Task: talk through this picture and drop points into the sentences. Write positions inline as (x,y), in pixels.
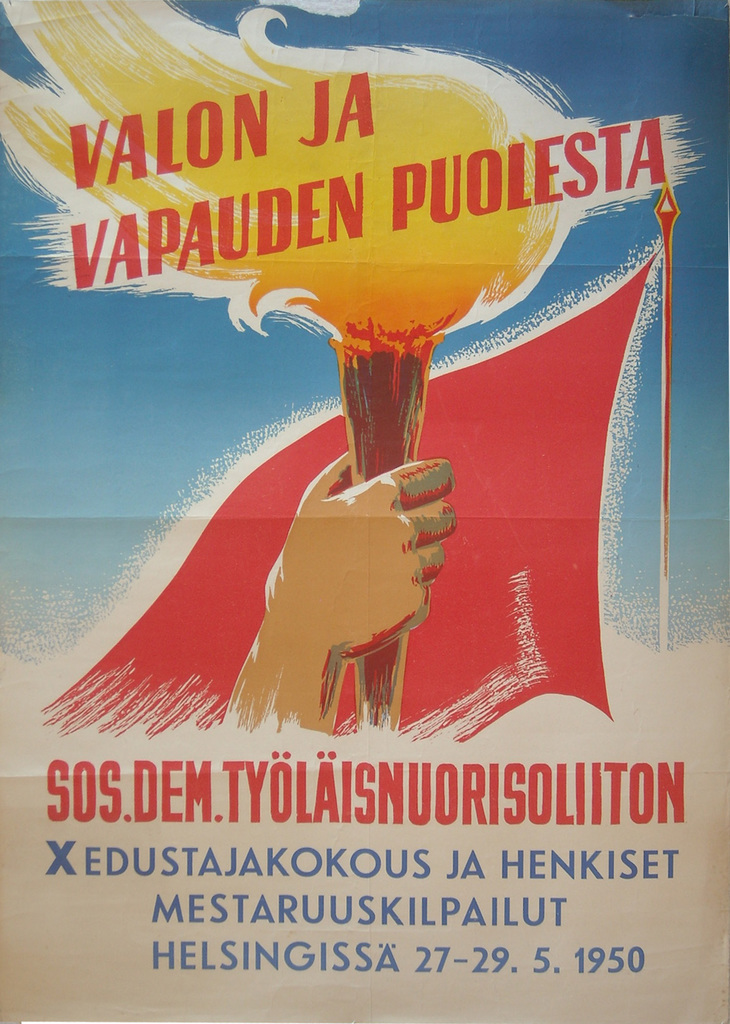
In this image, this looks like a painting (210,473) on the poster (344,673). I can see a person's hand (321,598) holding a torch fire stick (393,667). This is a flag (516,492), which is red in color. These are the letters (320,778) on the poster (264,361).
